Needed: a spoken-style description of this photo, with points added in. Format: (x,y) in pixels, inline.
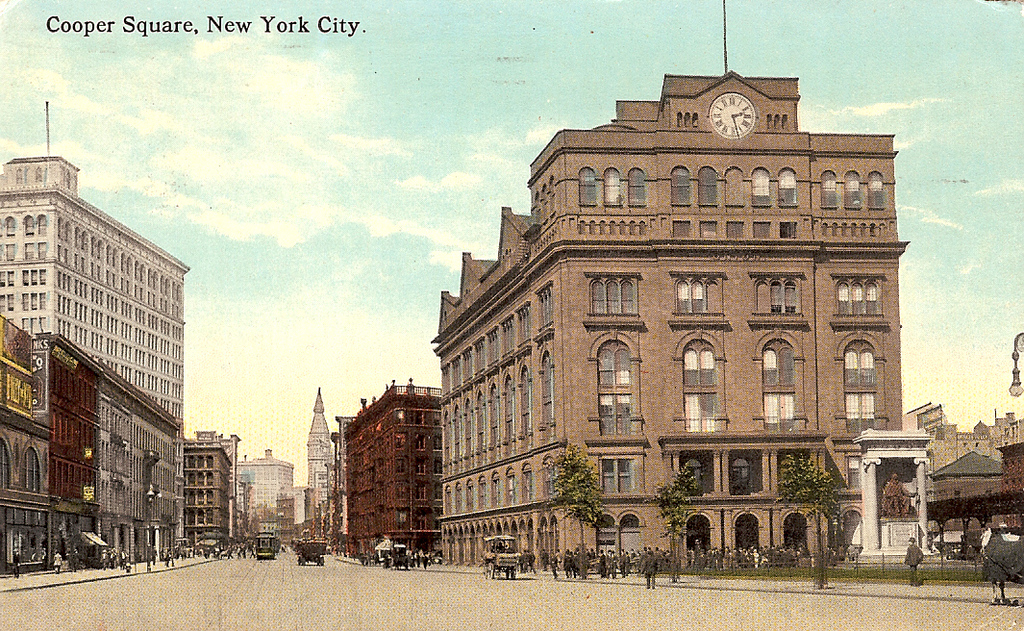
In this picture we can observe buildings (417,439). There is a white color clock (721,126) on the wall (658,156) of this brown color building (622,317). There are some trees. We can observe some people (188,555) walking on the footpath (542,566). There are some vehicles (261,555) moving on this road (348,604). In the background (358,335) there is a sky (257,196) with clouds (207,177). We can observe some words (169,31) on the left side (233,32).
